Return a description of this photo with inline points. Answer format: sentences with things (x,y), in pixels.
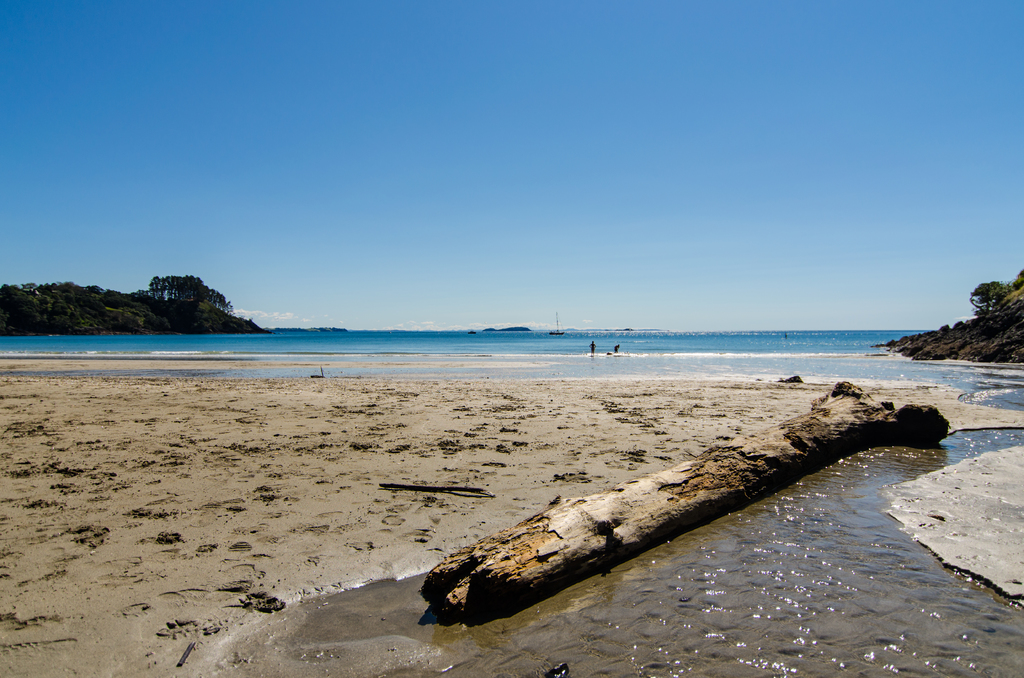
In this picture we can see a wooden log (692,461) in water (653,633). We can see water (561,339) which is blue in color at the back (614,359). There are two people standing in water (474,347). We can see some greenery (198,313) on the left (195,276) and right side (1003,289). Sky (757,215) is blue in color.
